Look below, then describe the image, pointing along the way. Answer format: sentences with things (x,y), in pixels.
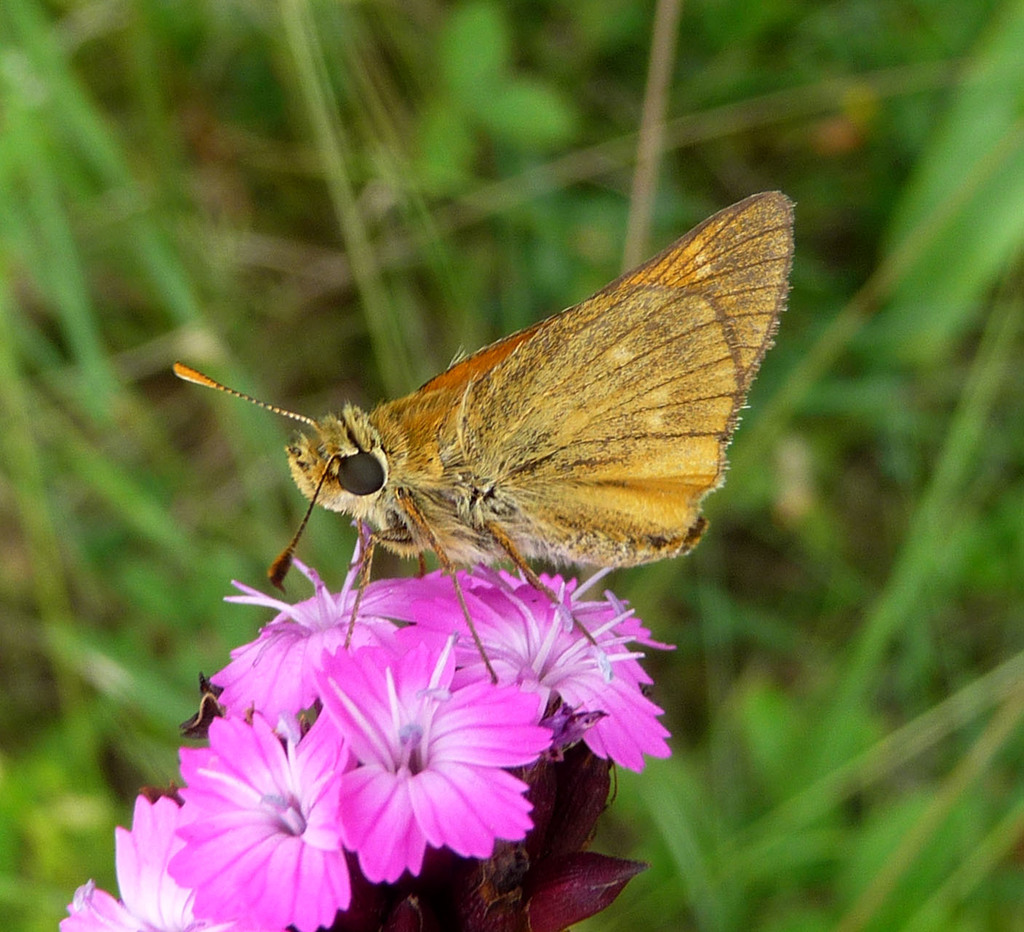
In this image, we can see a butterfly (417,483) on the flowers (352,713) and in the background (580,170), there are plants (860,691).
